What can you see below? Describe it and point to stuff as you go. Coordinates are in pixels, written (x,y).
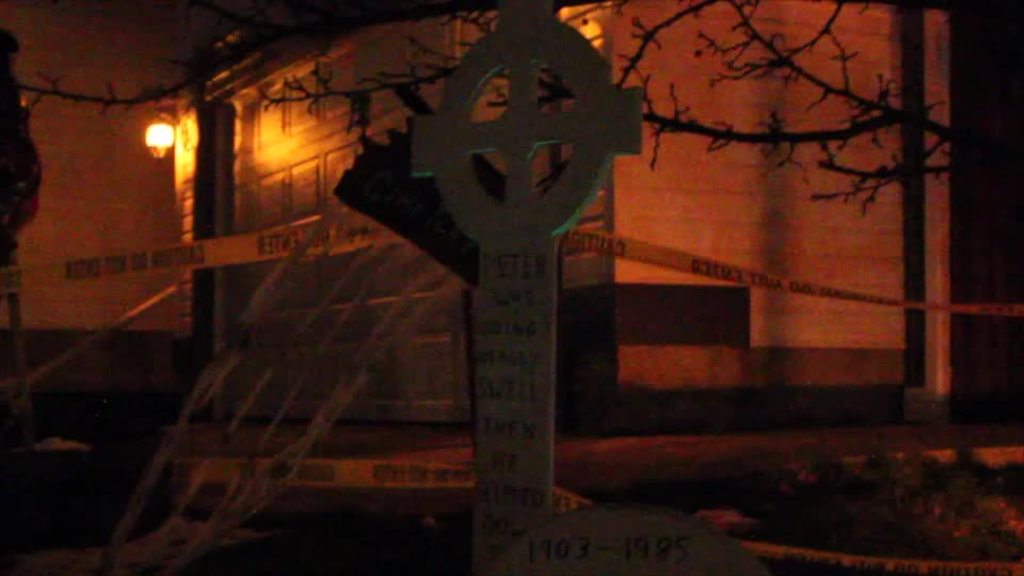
There is a symbol (522,109), fence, dry tree branches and a building (315,214) which has a light (165,132) at the left (155,135).
